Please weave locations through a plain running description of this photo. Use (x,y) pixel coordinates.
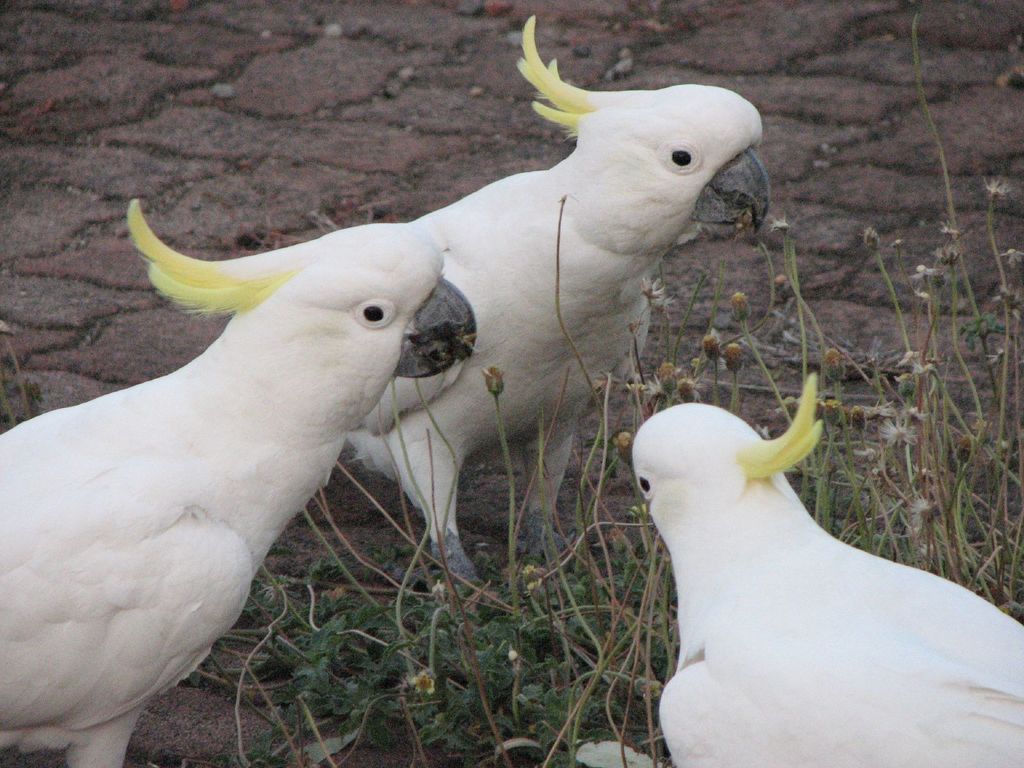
In this image I can see three white color birds (476,408) on the ground (278,613). On the right side (922,448) there are few plants (889,503) along with the flowers (653,380).
